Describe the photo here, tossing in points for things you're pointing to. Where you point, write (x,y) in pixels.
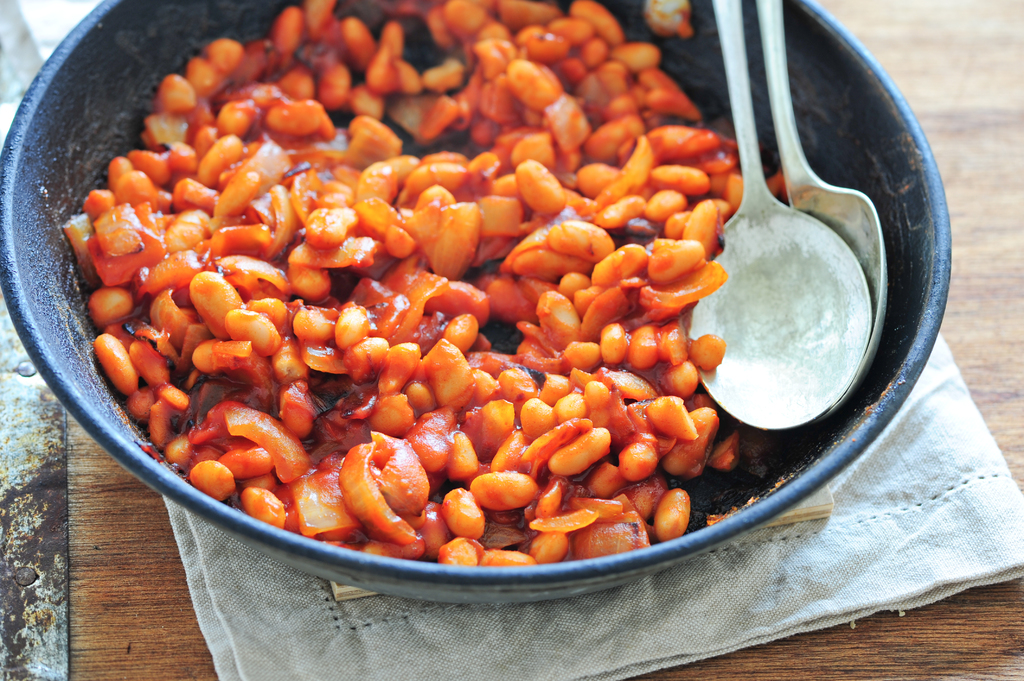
In this image, on a wooden surface (950,643), there is a cloth (794,605) on which a black bowl (179,54) with beans (550,296) and two spoons (805,256) in it.
